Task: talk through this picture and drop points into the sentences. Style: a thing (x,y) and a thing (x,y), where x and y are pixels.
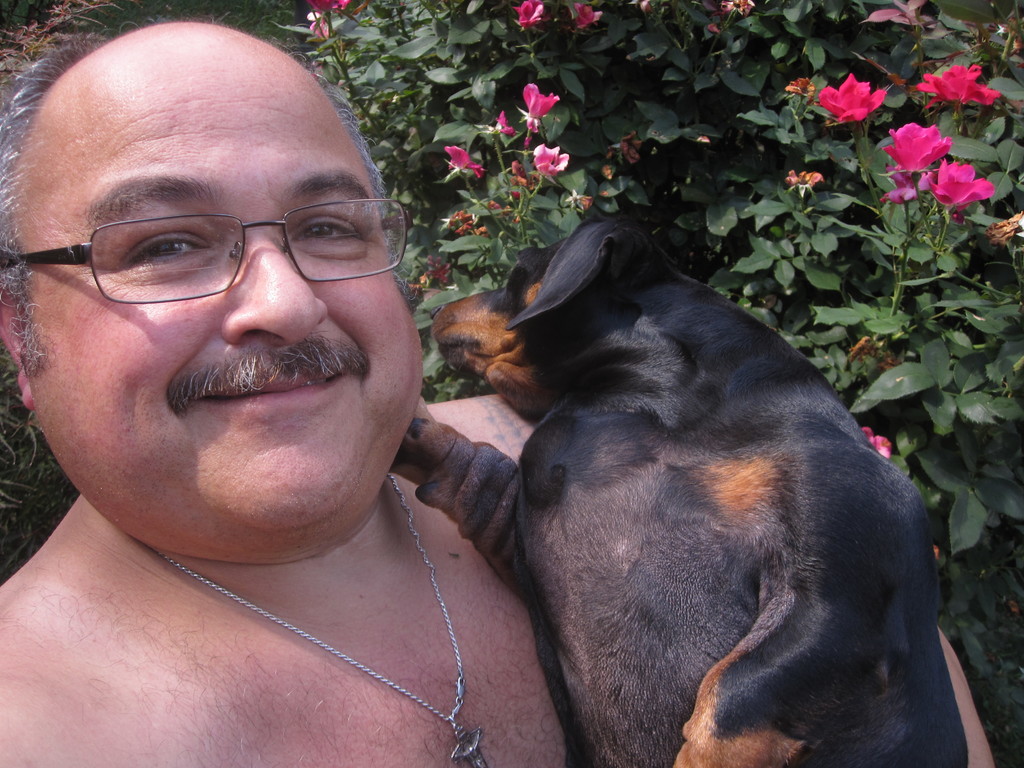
there is a man (50,221) holding a dog (909,544) in front of plants (1007,28).
